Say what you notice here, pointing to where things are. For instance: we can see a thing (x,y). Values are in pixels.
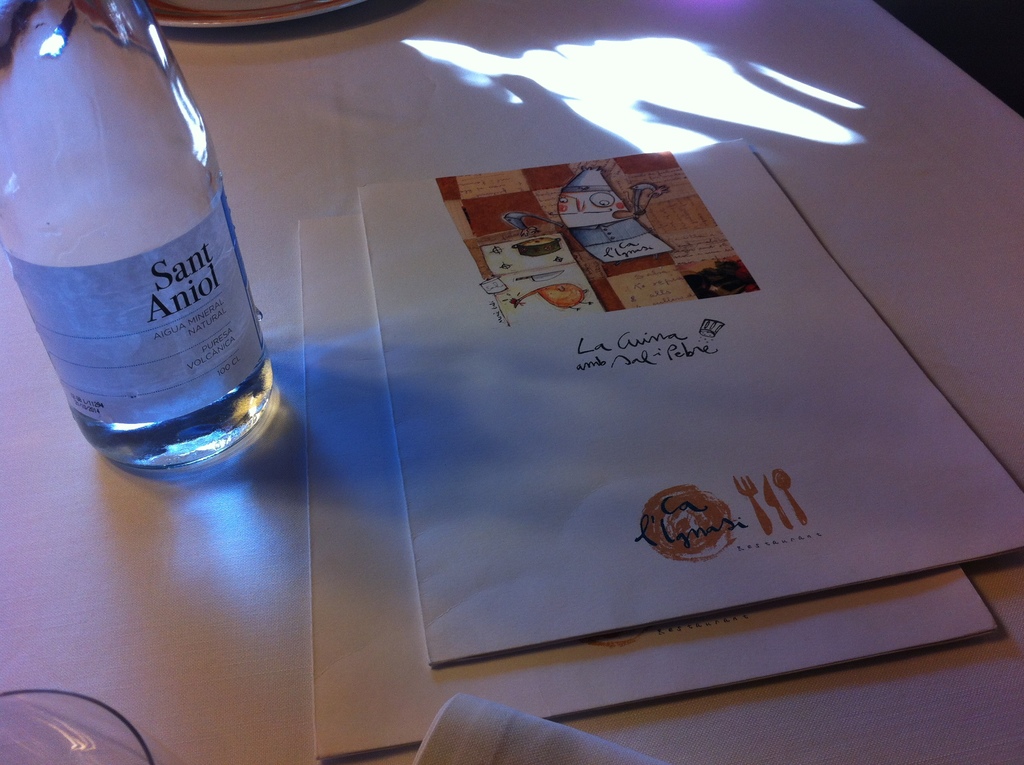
In this picture there is a white bottle (156,128) kept on the table (254,286) and menu cards (362,406) are placed which is named as Ca l'Ignasi.
